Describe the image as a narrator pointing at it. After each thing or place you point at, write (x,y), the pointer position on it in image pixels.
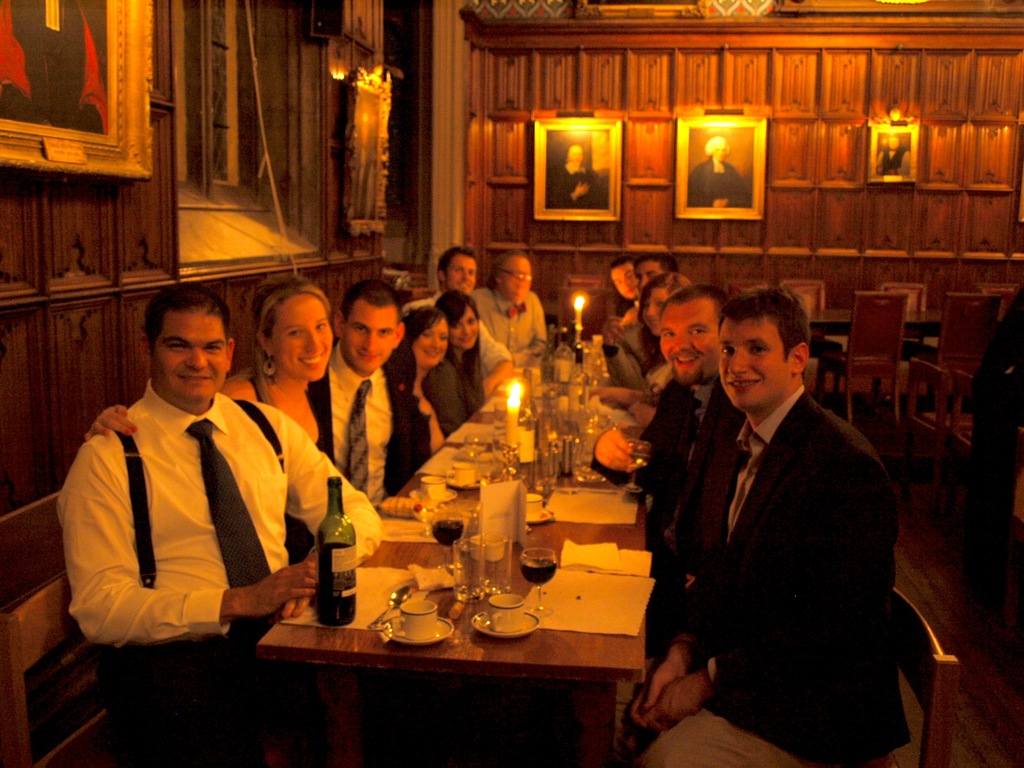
Here we can see some persons (611,398) are sitting on the chairs (919,666). This is table (580,660). On the table (600,660) there are bottles (322,525), cups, glasses (546,473), and candles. There are chairs (926,365) and this is floor (951,573). On the background (797,140) there is a wall (790,125) and these are the frames (597,171).
